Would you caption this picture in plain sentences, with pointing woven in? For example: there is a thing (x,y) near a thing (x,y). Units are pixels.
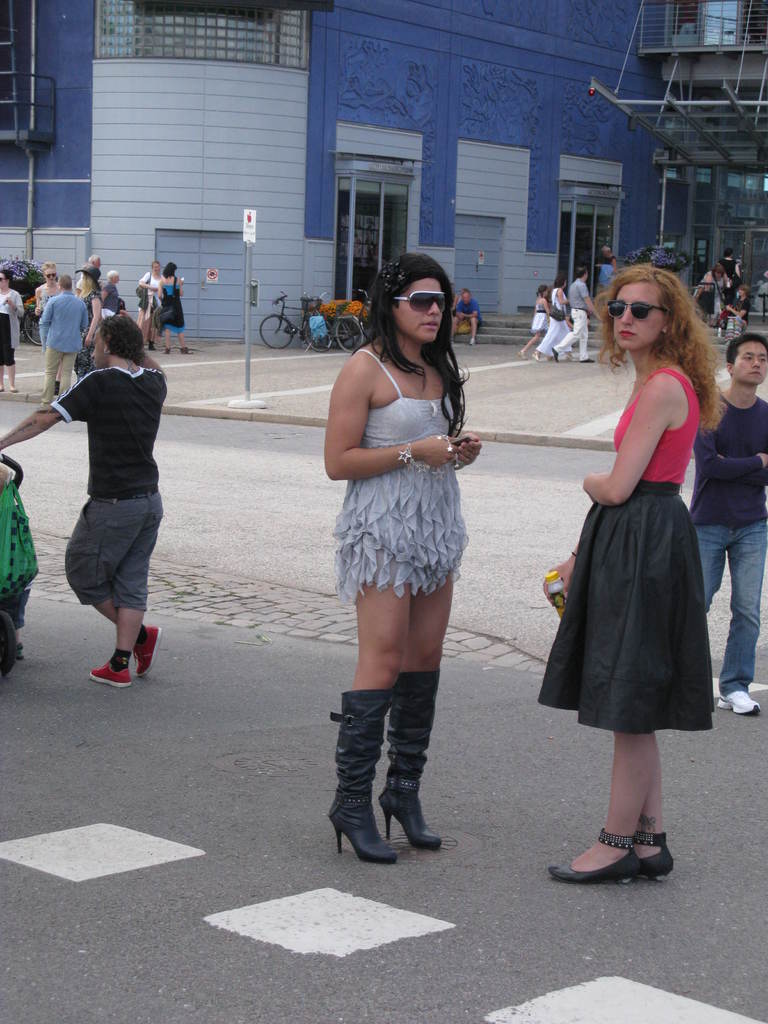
In the center of the image (388,361) we can see women (443,521) standing on the road (472,903). On the right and left side of the image (147,583) we can see persons (741,671) on road (730,719). In the background (303,309) we can see persons (51,339), sign board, cycles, doors (395,253), windows (356,195) and building (512,139).
